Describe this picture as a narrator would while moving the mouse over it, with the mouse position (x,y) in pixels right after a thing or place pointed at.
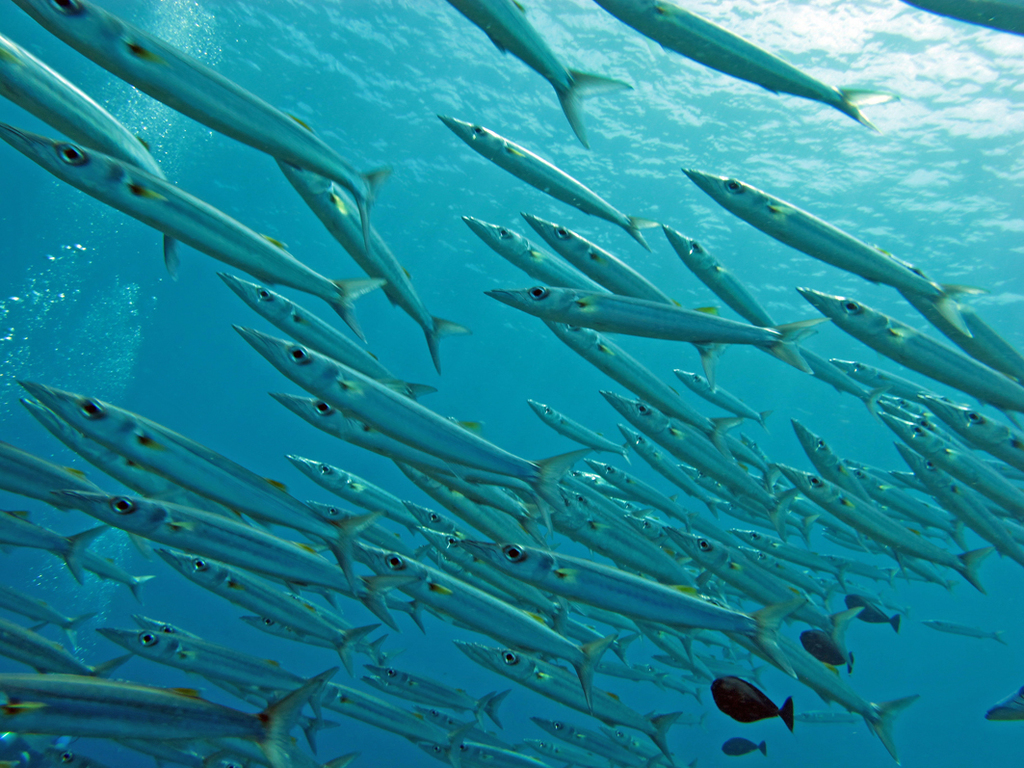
In this image there are flocks of fishes (496,591) in the water (179,356).
